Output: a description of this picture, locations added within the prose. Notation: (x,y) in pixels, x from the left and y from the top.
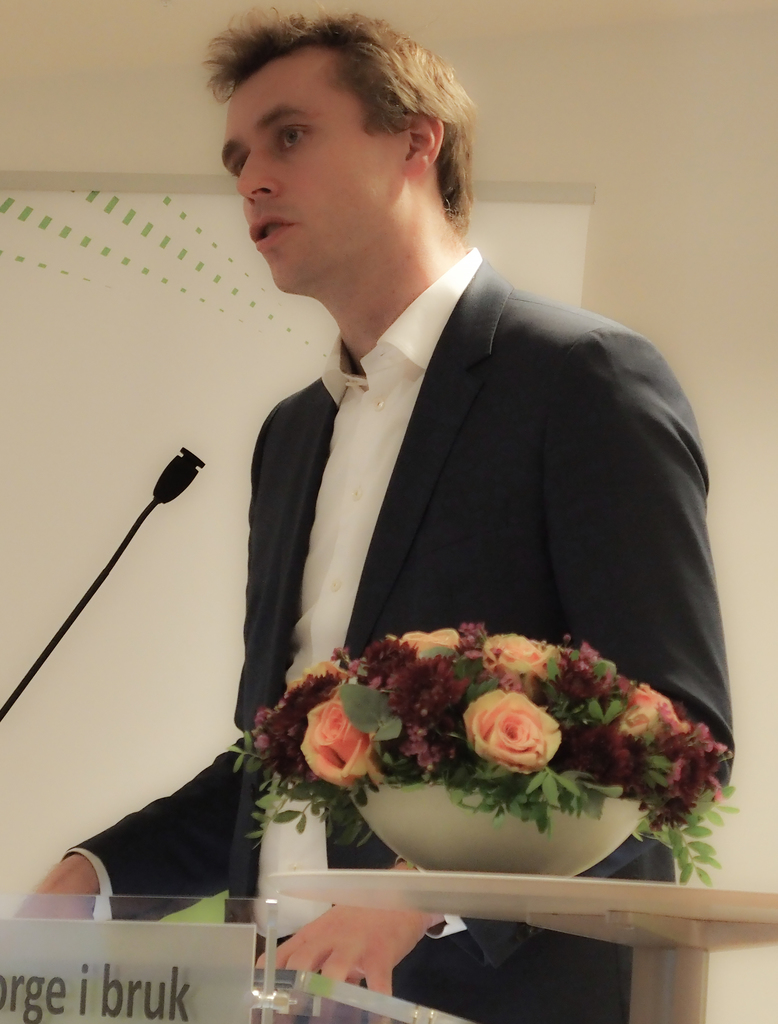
This is the man (364,551) standing. He wore a suit (288,486) and shirt (374,459). This looks like a glass podium (153,969) with a name board (181,940) on it. Here is the mike (190,461). This looks like a flower pot (463,820) with a bunch of flowers (456,744) is placed on the table (466,906). In the background (239,486), that looks like a banner (128,282) and a wall (762,683).
